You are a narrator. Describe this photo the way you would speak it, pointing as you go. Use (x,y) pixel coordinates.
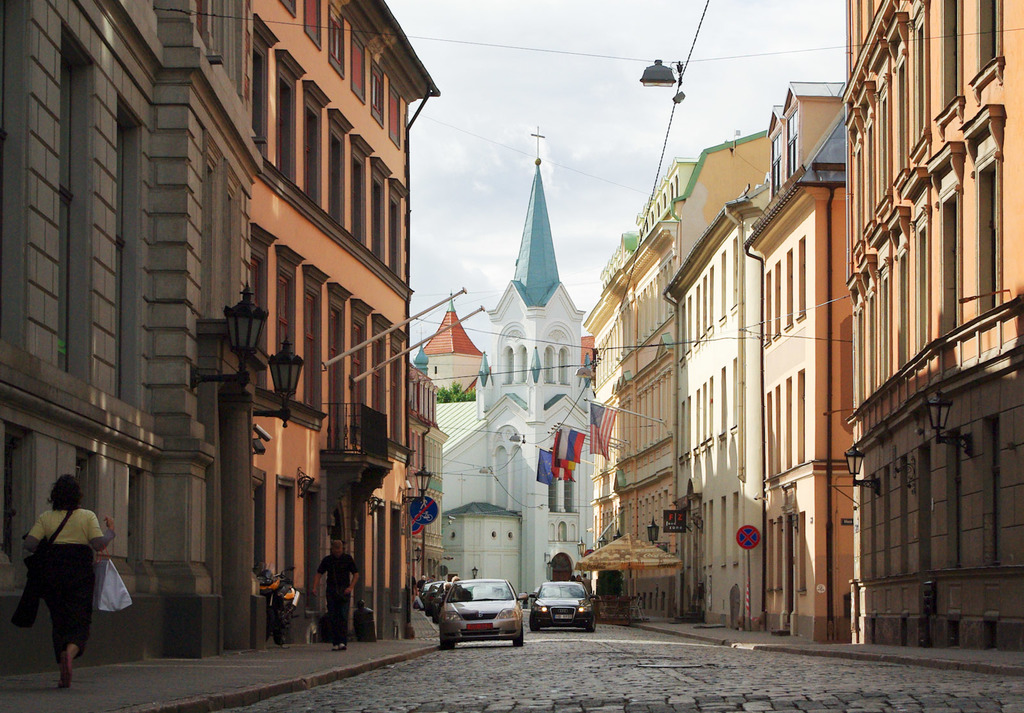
In the center of the image (542,370) we can see the towers (551,344). In the background of the image (548,372) we can see the buildings (141,258), windows (950,315), wires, lights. At the bottom of the image (511,706) we can see the cars (517,624), road (601,689), tent (631,563), boards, poles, balcony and people (578,579). On the left side of the image (73,542) we can see a lady (84,526) is walking on the footpath (95,691) and carrying bags (110,594). At the top of the image (596,234) we can see the clouds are present in the sky (477,47).
